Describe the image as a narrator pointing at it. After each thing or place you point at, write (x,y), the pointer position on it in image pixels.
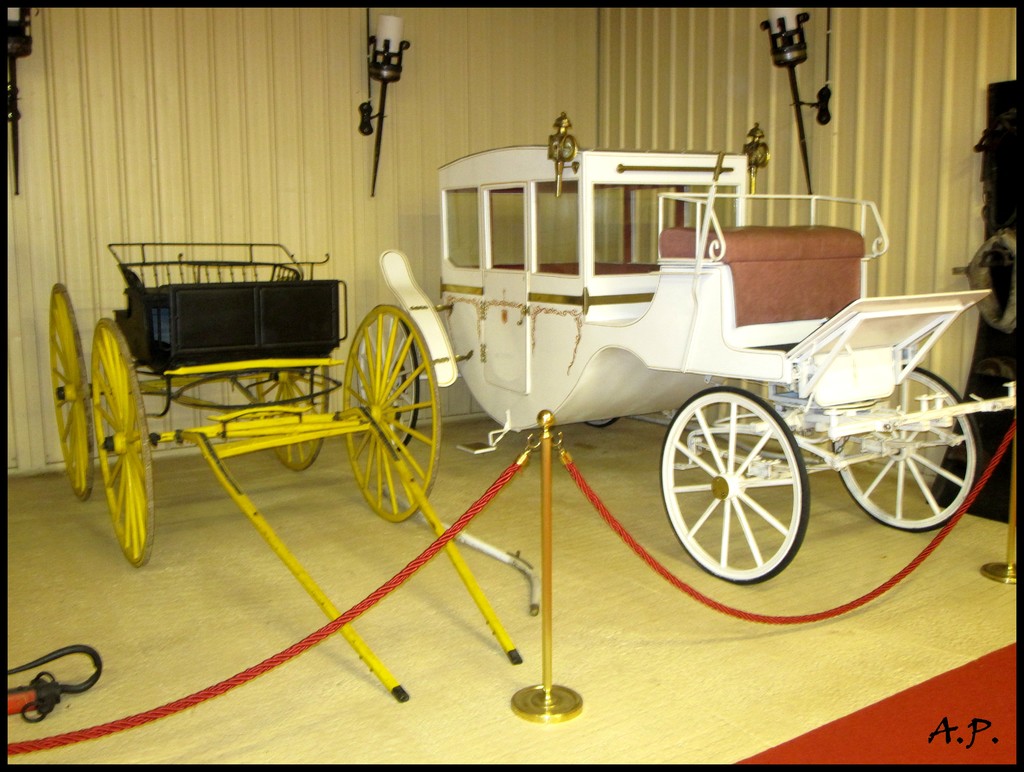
In this picture we can see carts (550,191) on the floor (414,724). There are ropes (195,700) and stands (571,703) on the floor (335,704). We can see some text (936,740) in the bottom right (980,734). There are a few lights (793,72) on a wooden background (622,68).
